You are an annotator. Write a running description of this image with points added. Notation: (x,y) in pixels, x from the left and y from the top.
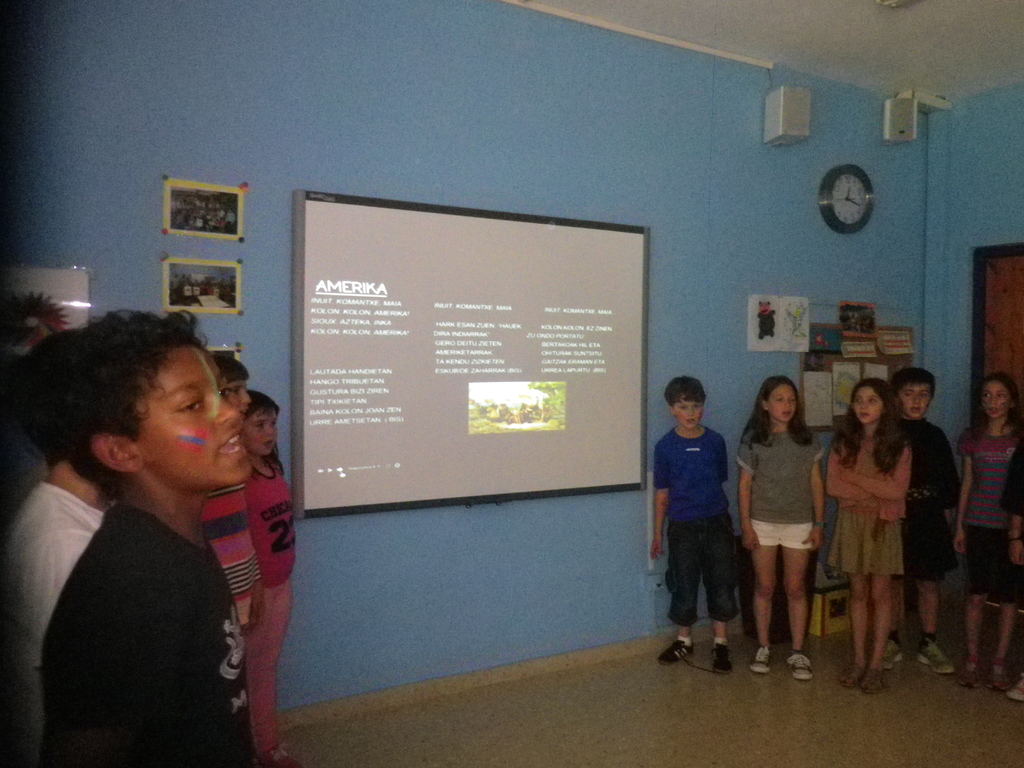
In this image there are a few kids (791,517) standing, beside them on the wall (468,202) there is a screen (353,338) and photo frames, wall clocks (826,192), speakers (887,136) and some other objects (804,399), behind them on the floor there are some objects (833,599) and there is a closed door (993,283).
